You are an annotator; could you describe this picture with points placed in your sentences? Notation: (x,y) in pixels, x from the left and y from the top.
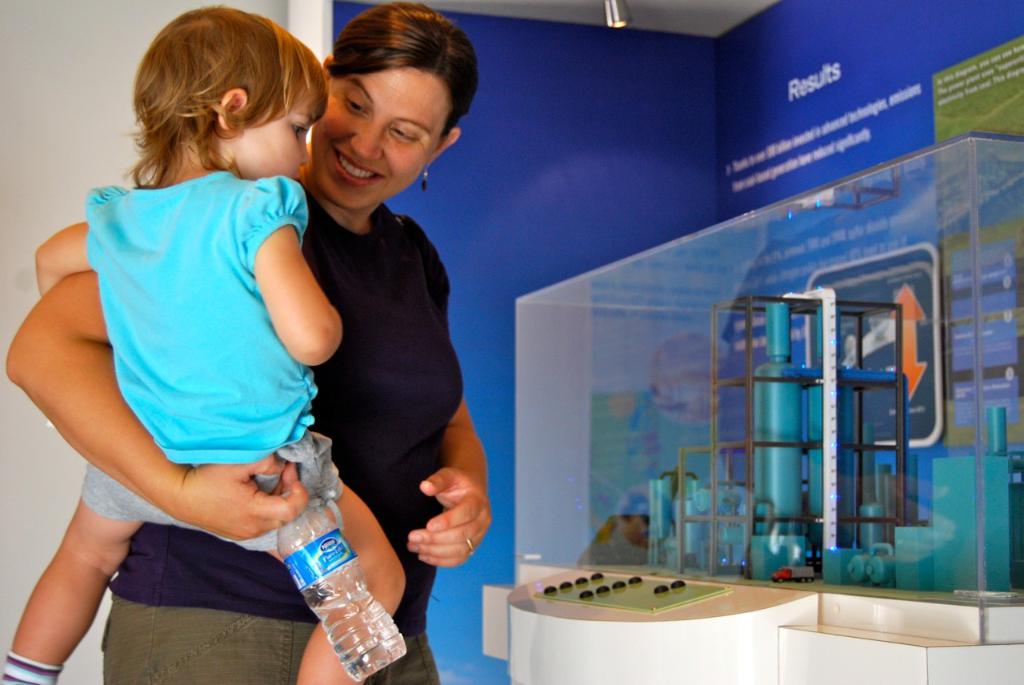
This image consist of woman (349,393) wearing blue shirt (417,456) is holding a girl (194,351) and a bottle (337,557). To the right (836,522), there is a machine (880,493). In the background (617,160), there is a wall (565,163). To the left (98,197), the girl (88,472) is wearing blue t-shirt (214,289).
